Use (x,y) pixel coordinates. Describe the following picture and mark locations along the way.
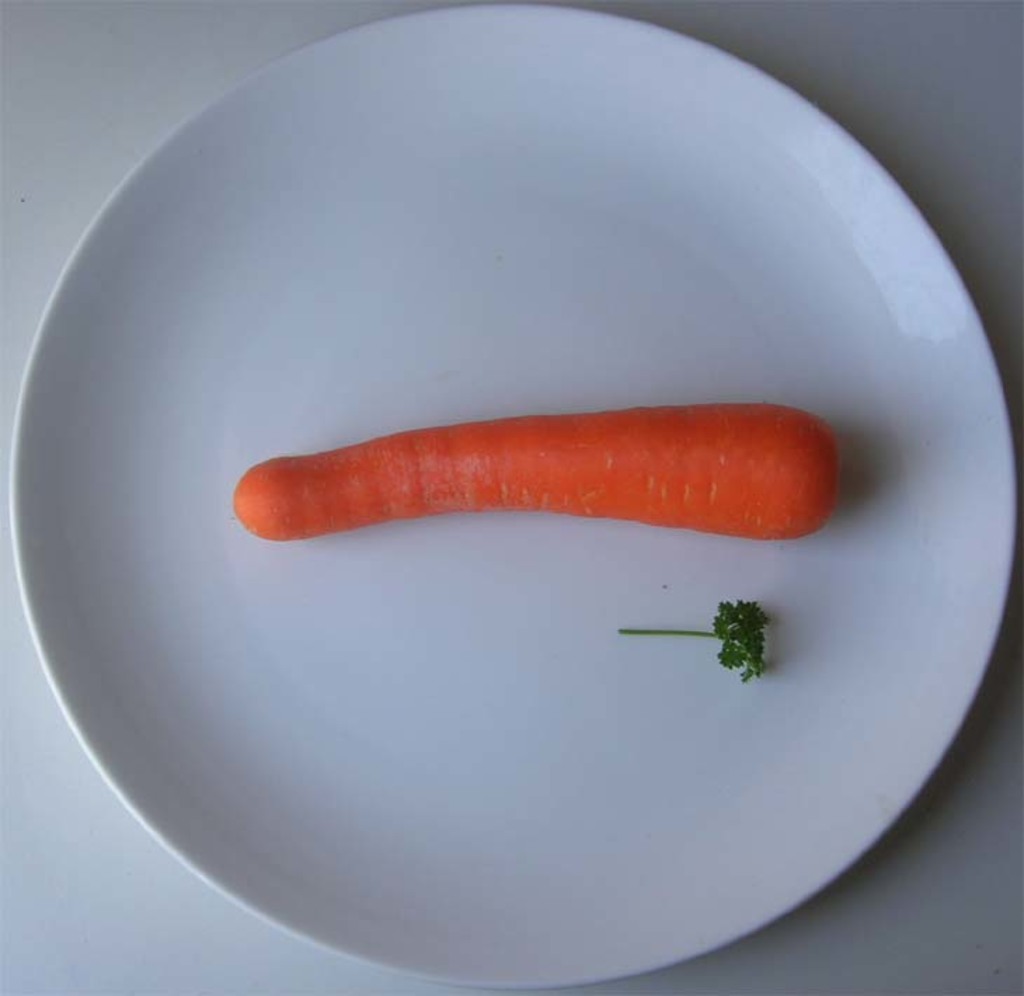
In this image on a white plate (500,244) there is a carrot (543,458), some leafy vegetable (740,638) is there. The background (108,31) is white.
